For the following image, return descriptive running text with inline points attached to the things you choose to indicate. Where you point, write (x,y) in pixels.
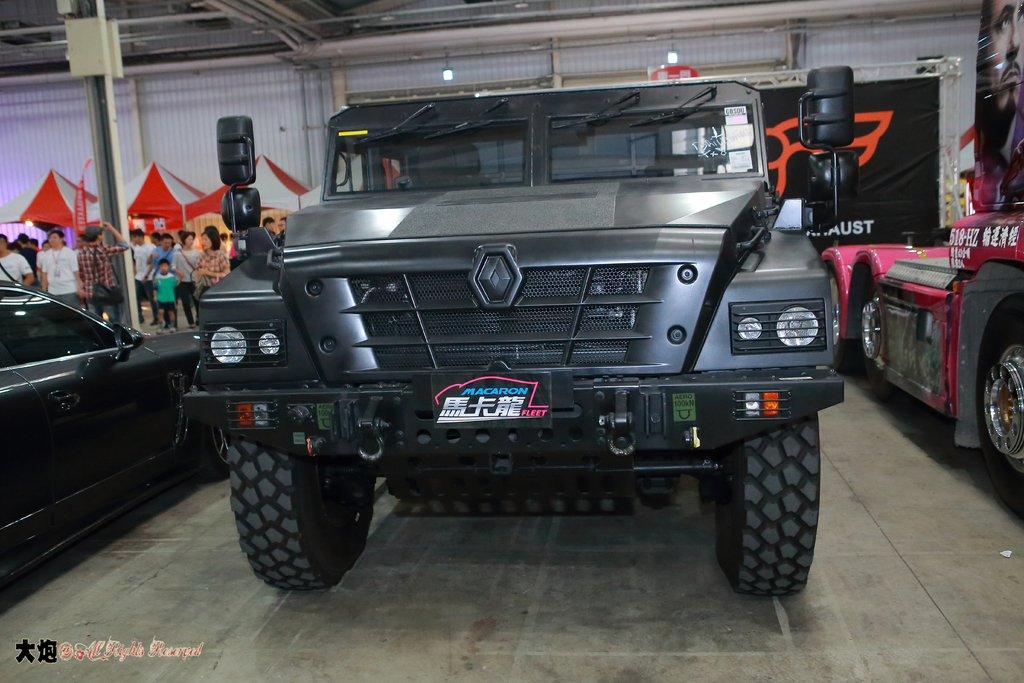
In this picture we can see some vehicles (461,424) are in one place, side we can see tents (189,213) and few people (167,249) are standing.
